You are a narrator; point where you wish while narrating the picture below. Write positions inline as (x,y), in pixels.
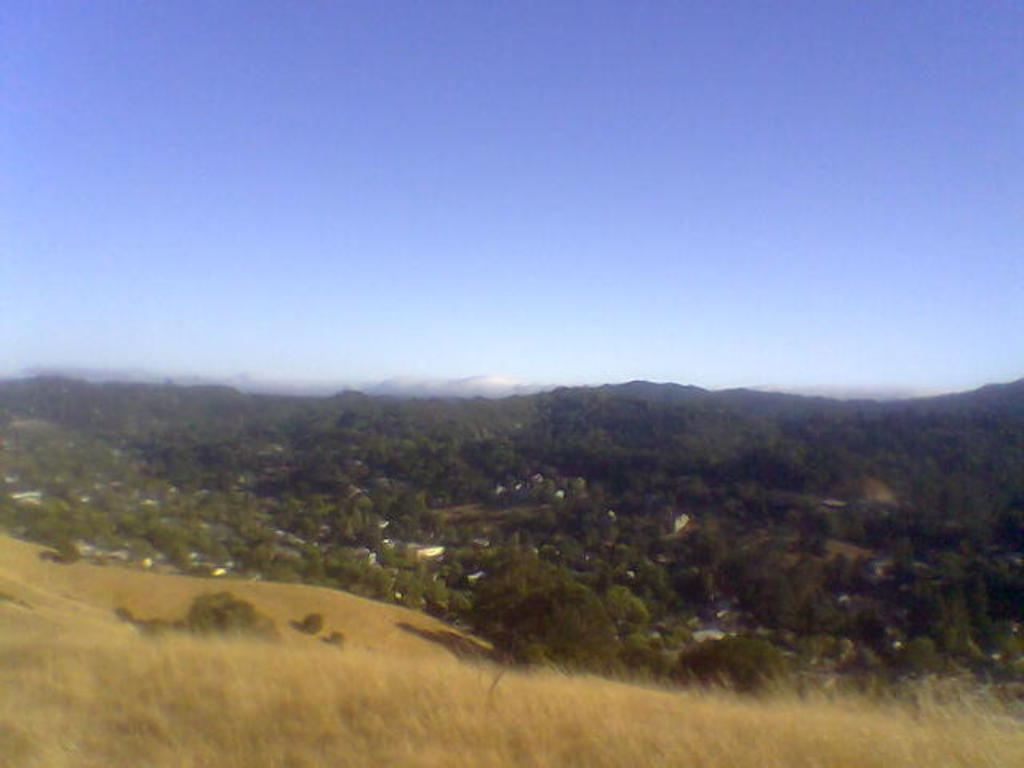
In this image in front (478,706) there is grass (301,692) on the surface (417,715). In the background of the image (505,522) there are trees (341,509), buildings (426,552), mountains (667,420) and sky (781,123).
